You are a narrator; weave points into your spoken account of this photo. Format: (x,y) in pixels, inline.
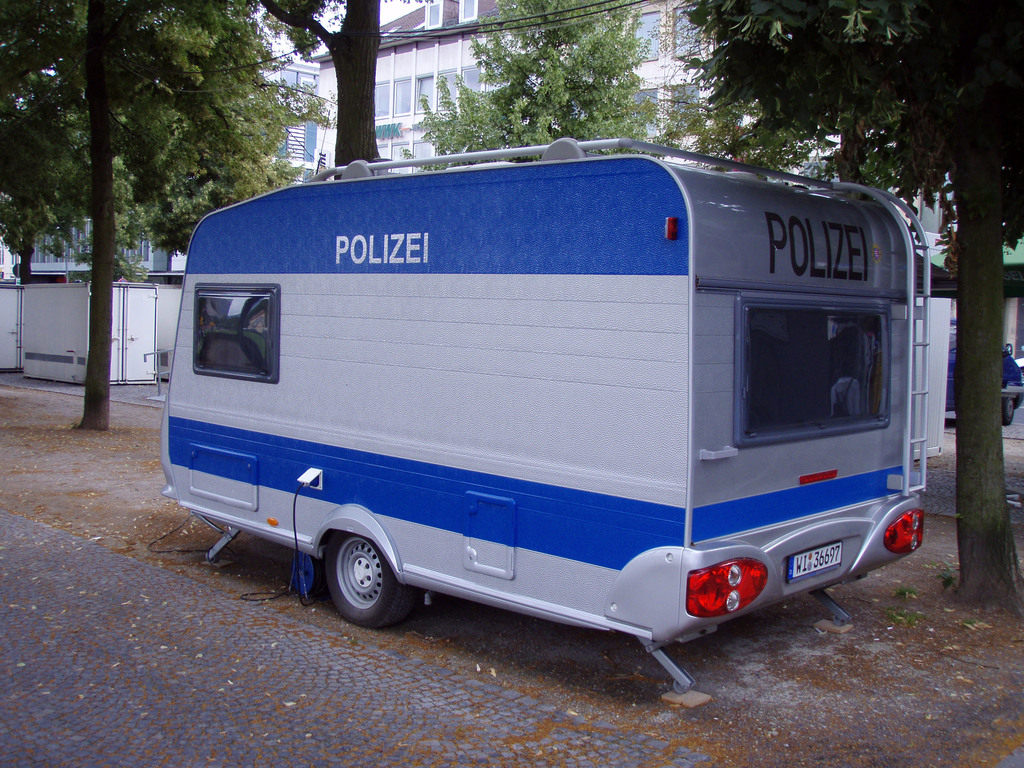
In this image we can see a vehicle (490,310). In the background of the image (323,107) there are trees (221,118), buildings (455,88) and other objects (76,351). At the bottom of the image (300,663) there is the floor (258,712).
